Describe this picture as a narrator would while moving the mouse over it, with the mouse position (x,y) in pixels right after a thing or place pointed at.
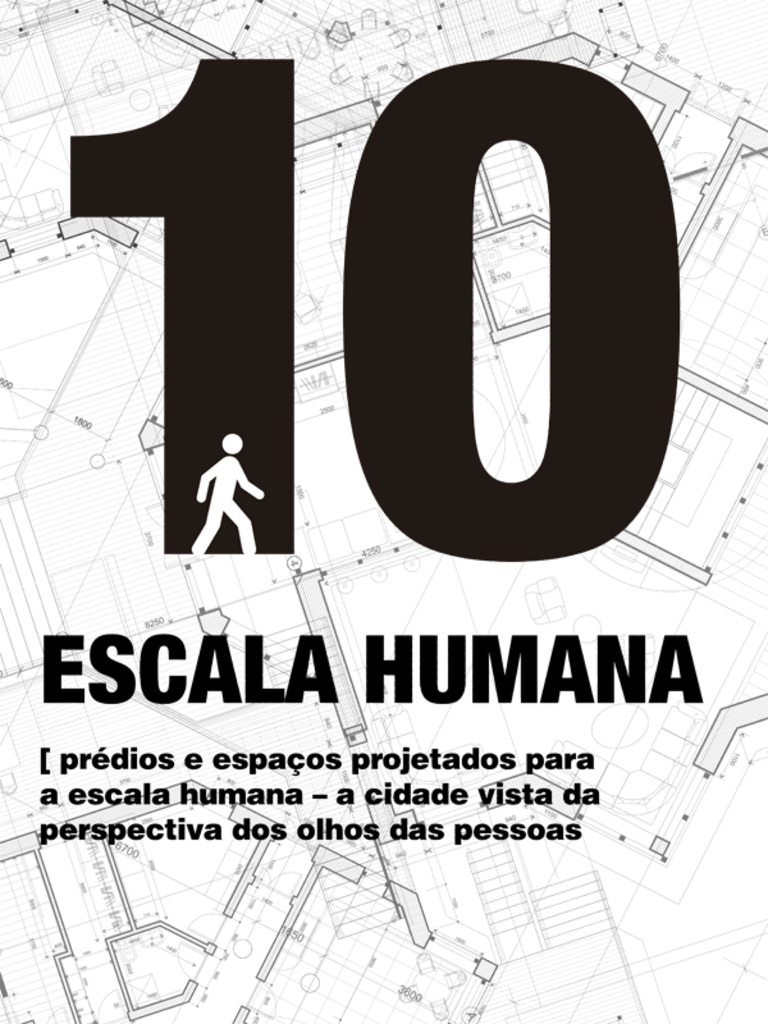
In this image there is a number (243,505) in black color and there is a shape of the human (222,483) in the 1 (235,499). At the bottom (515,828) there are words (400,830) in black color.
